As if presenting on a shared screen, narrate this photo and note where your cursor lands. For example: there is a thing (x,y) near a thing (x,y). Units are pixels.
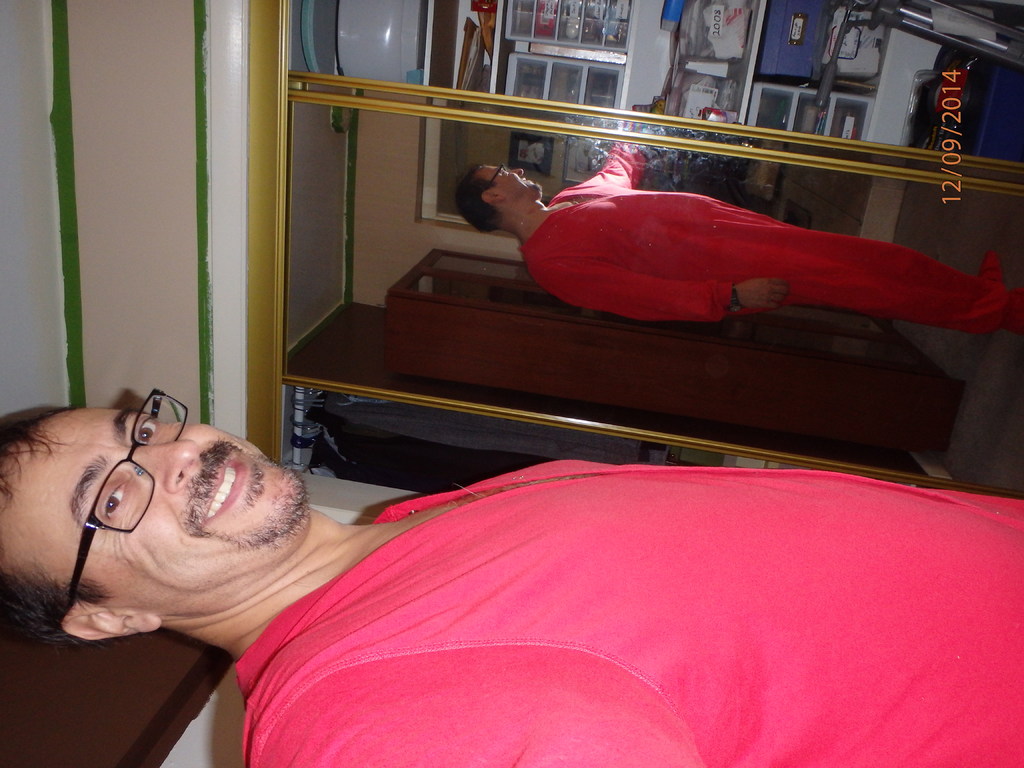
In this image we can see a man (220,530) wearing the glasses (121,511) and smiling. In the background (171,224) we can see the wall (139,223), ceiling (47,165) and also the glass (449,221) and through the glass (578,182) we can see the reflection (727,206) of a person (604,250) wearing the glasses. We can also see the door (834,378) and also the cupboard (709,24) with some objects (941,51). We can also see the date (954,130).
